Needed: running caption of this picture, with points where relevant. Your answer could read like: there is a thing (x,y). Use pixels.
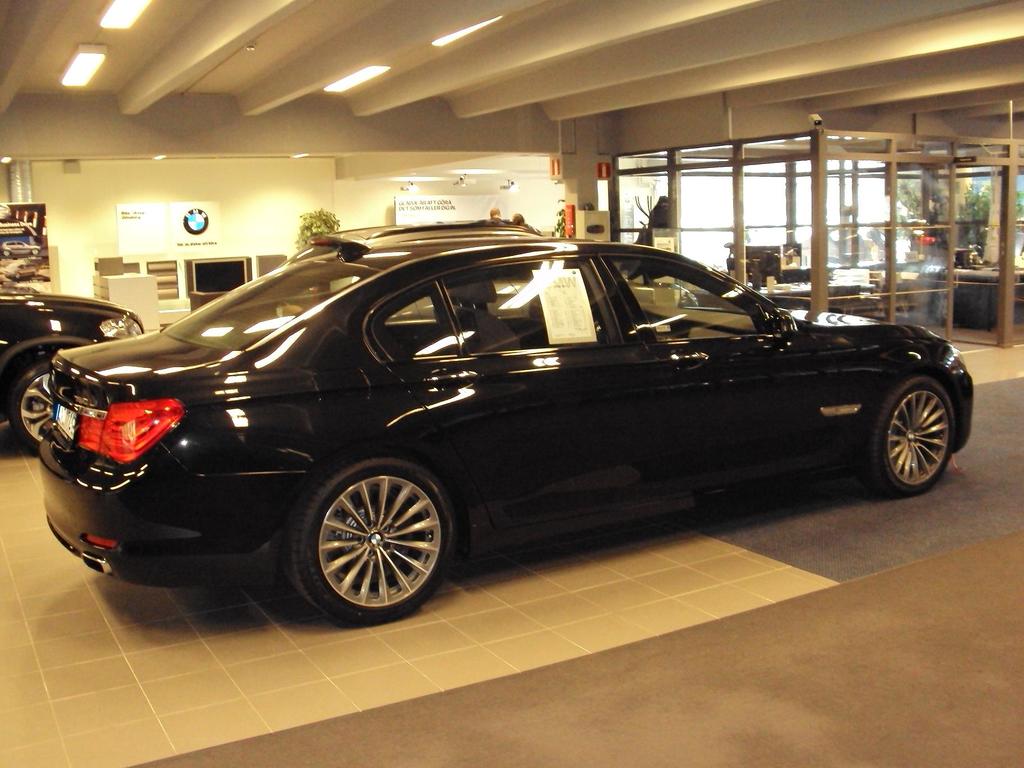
In this picture we can see few cars (421,369), in the background (406,215) we can find few trees (907,200), lights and posters (177,219) on the wall (297,172).
